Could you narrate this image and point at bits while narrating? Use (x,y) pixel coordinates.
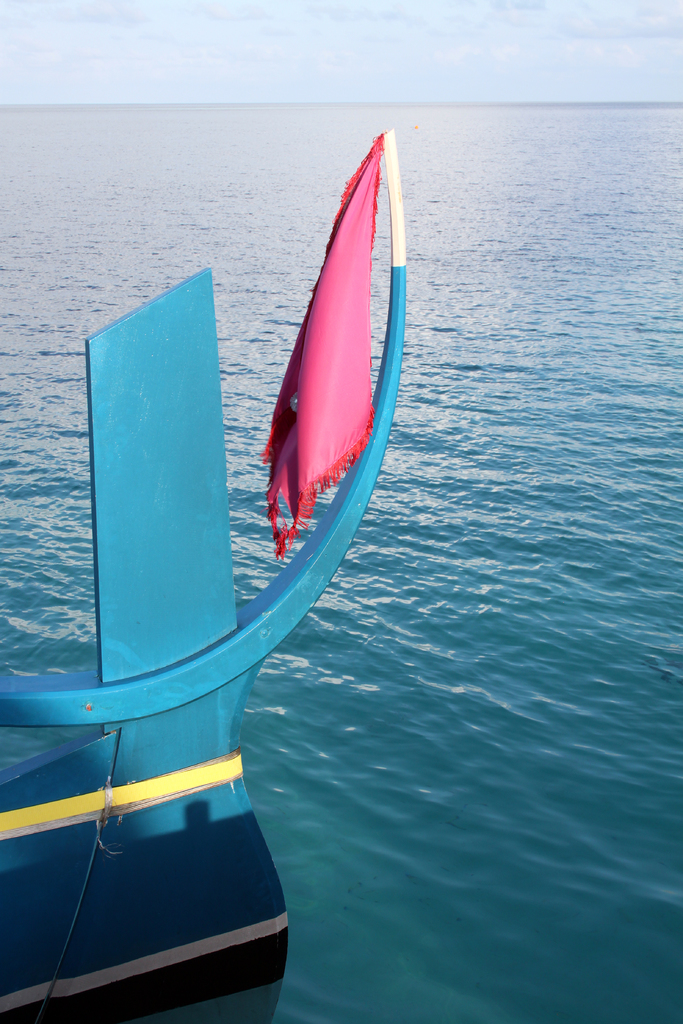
In this image there is a cloth (305,369) on the edge (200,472) of the boat (202,343) which is on the water (434,445), and at the background (464,72) there is sky (405,58).
